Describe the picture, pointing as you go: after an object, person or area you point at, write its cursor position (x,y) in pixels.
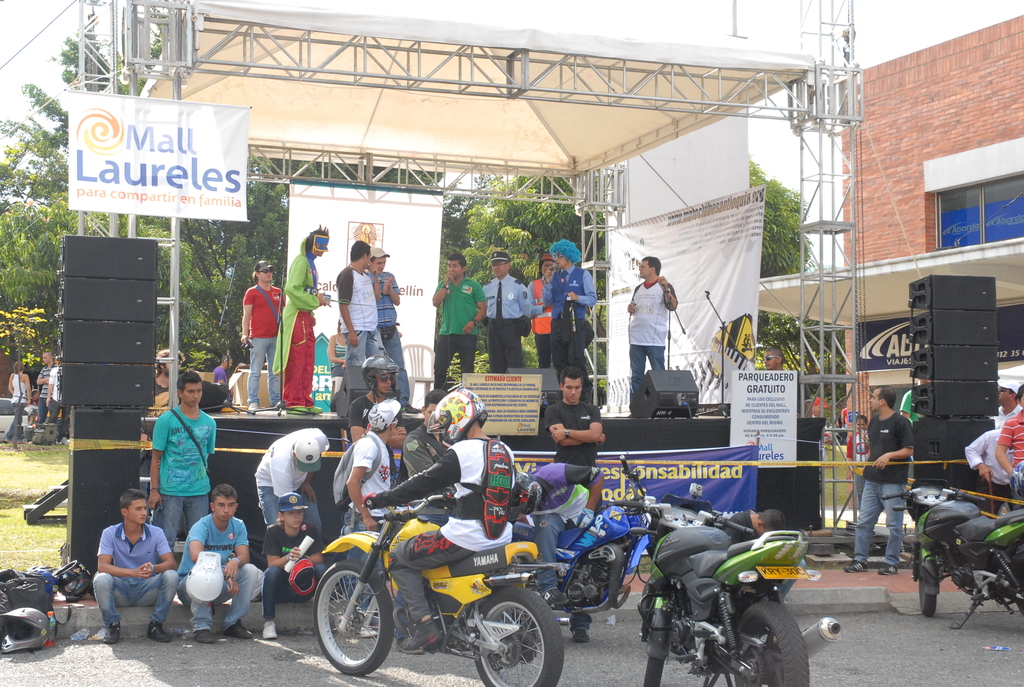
There are four motorcycles (516,551). Two persons (482,502) are sitting wearing helmets (520,493). In the back (306,390) there are many people (309,336). Some are sitting and some are standing. Some are wearing caps (301,441) and helmets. There is a stage (289,173). On the stage (330,181) there are banners (707,403) and speakers (637,400). Also there are speakers (98,349) on the sides. In the background (474,236) there are trees (468,216). On the right side (923,183) there is a building (925,202) with windows (945,220).
